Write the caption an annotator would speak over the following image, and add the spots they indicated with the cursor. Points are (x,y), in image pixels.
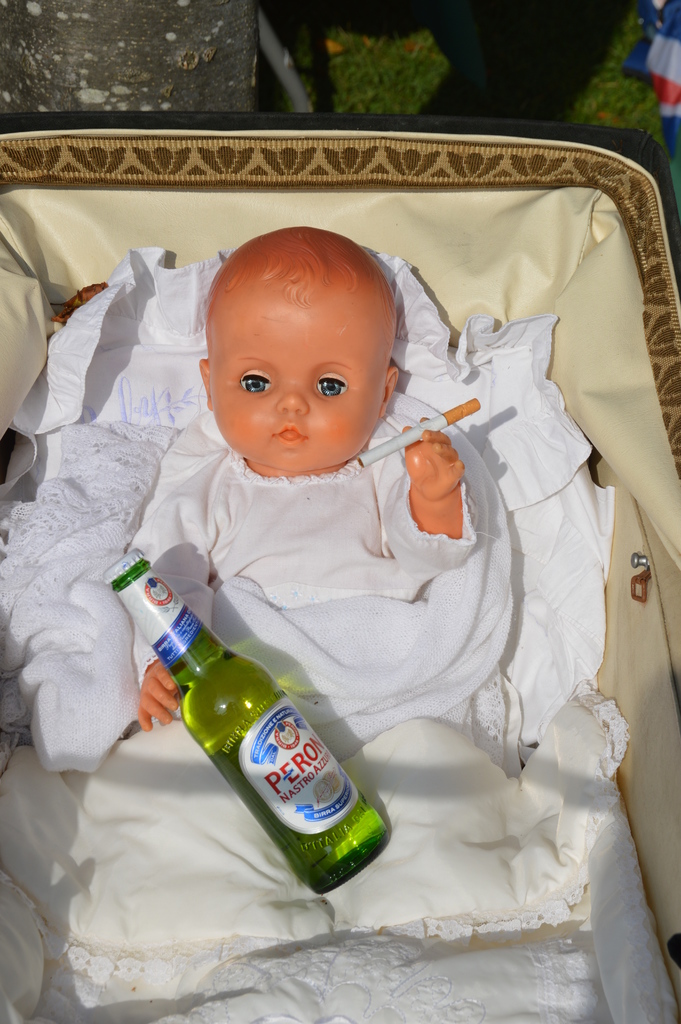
The doll (232,345) was lying in a pram (371,219). There is a bottle (303,733) in its lap (277,702). It's holding a cigarette (424,430).
